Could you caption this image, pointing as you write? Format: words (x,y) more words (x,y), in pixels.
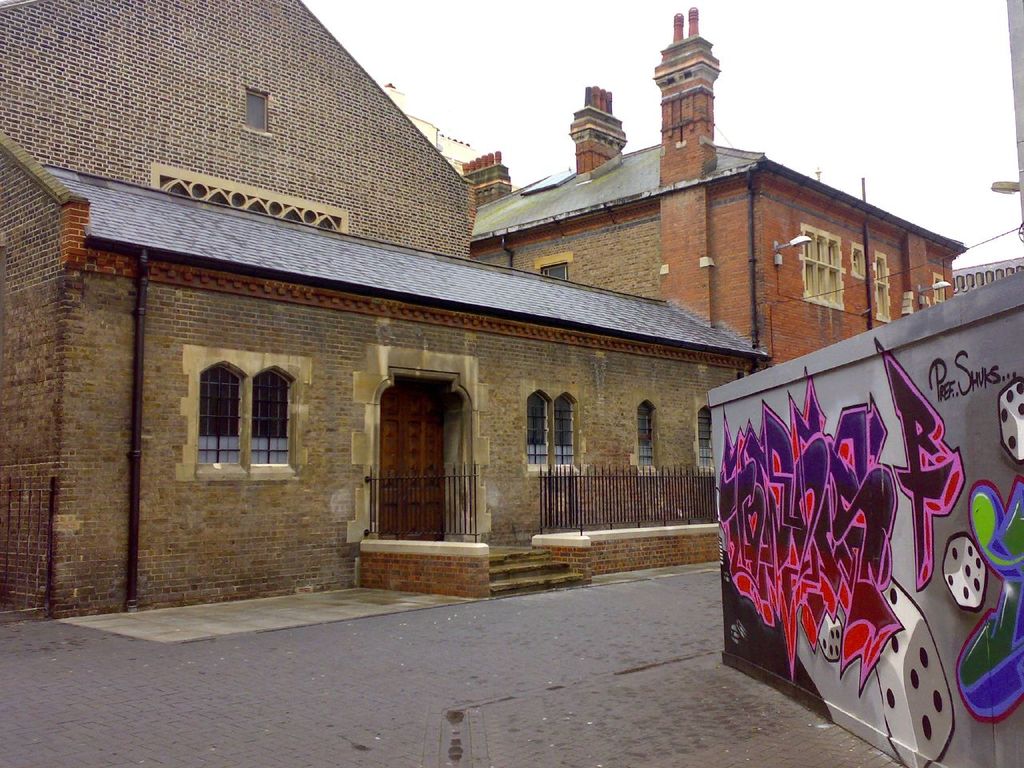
In the picture we can see the building (268,575) with a door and windows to it and near to it, we can see a railing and beside the building (191,510) we can see another building (634,213) and opposite to it, we can see a wall (726,559) with some paintings (727,574) on it and in the background (626,96) we can see the sky (992,156).
